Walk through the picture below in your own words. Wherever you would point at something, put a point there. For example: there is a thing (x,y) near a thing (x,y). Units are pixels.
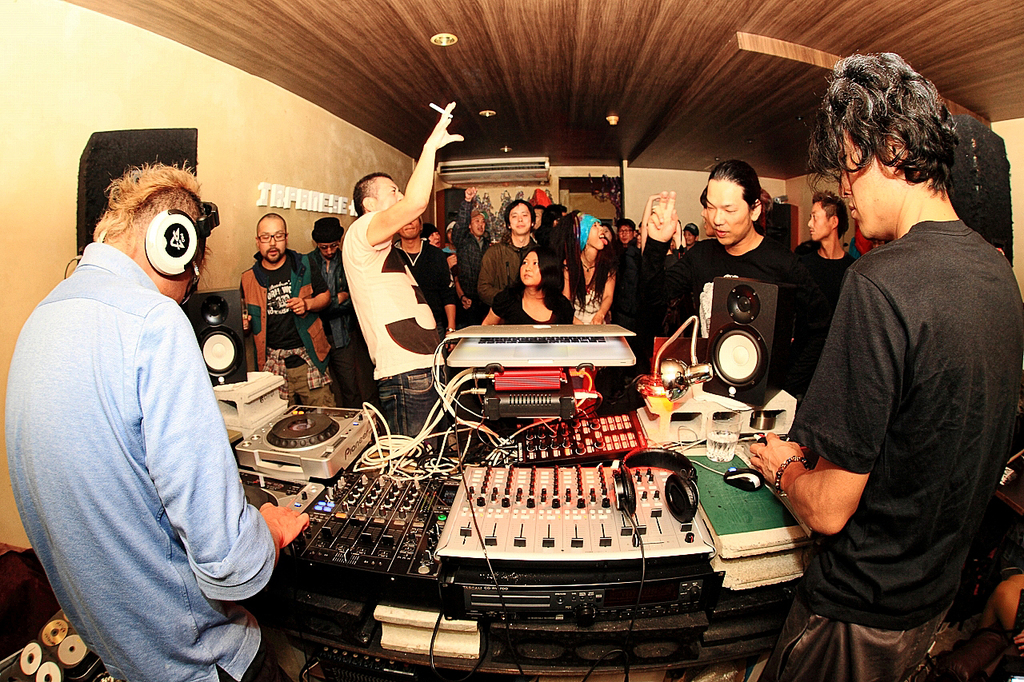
In this image there is one person (211,507) wearing a headphone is at a dj music (411,491) and there are some persons (659,304) standing as we can see in middle of this image (535,299) and there is a wall (233,186) in the background (324,136).
